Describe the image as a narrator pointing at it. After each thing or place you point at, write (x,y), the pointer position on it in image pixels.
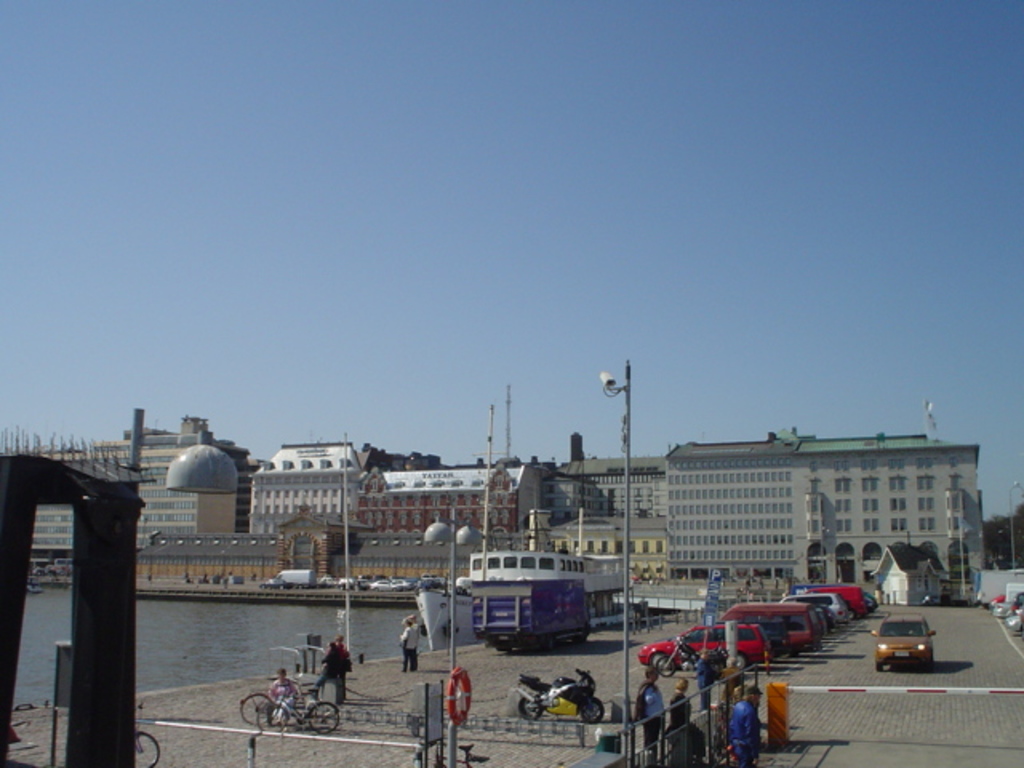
In this image there is the sky (578,192), there are buildings (296,499), there are vehicles (389,583), there are poles (625,572), there are bicycles (299,718), there is a river (238,627), there is a ship (575,565), there is street light (233,477), there is an object (20,475) truncated towards the left of the image (18,511), there is a tree (1001,530) truncated towards the right of the image (1017,530), there are objects (1000,581) truncated towards the right of the image (1013,610), there are parking board (710,592), there are motorcycles (561,699), there are persons (756,734).
